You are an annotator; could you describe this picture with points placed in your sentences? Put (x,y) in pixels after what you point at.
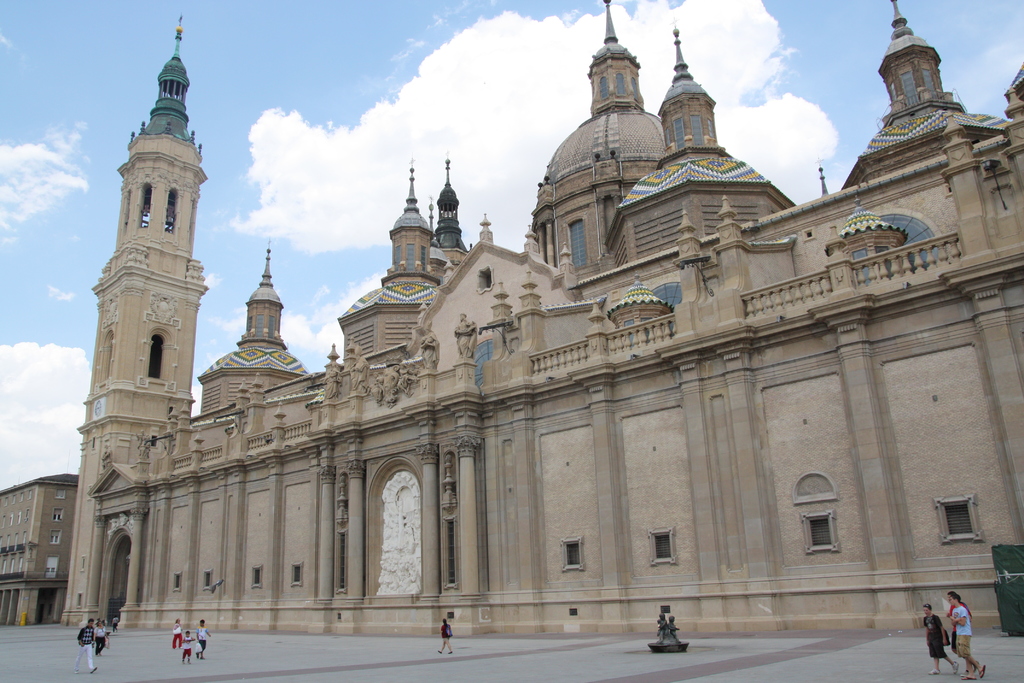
In this image I can see so many people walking on the road (237,642) behind him there is a building (552,582).
